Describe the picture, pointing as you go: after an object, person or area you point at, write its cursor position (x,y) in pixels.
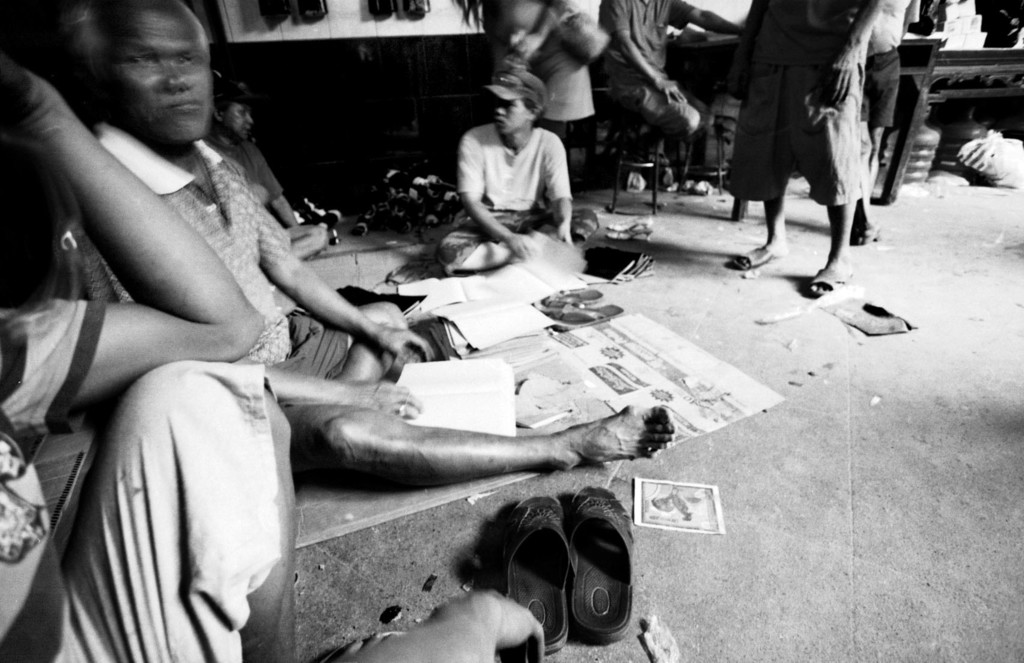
In this picture, we can see black and white image of a few people (551,182) sitting and a few (810,168) standing we can see the ground (730,319) with some objects (676,507) like papers (671,500), posters (667,524), foot wear (620,551), chair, table (916,113), container (926,138), and we can see the background (345,70).
